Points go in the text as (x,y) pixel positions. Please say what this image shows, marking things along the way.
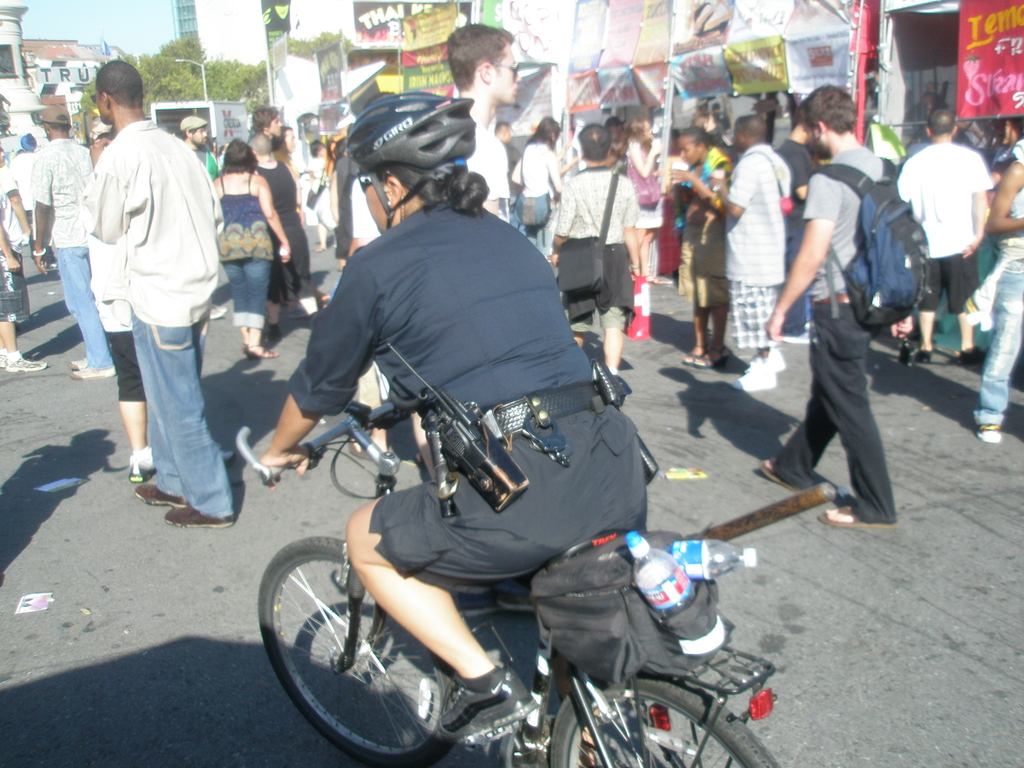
A woman (434,506) is riding a bicycle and there are people (516,182) walking on the road (760,569) there are water bottles (641,563) on this cycle (658,617).
